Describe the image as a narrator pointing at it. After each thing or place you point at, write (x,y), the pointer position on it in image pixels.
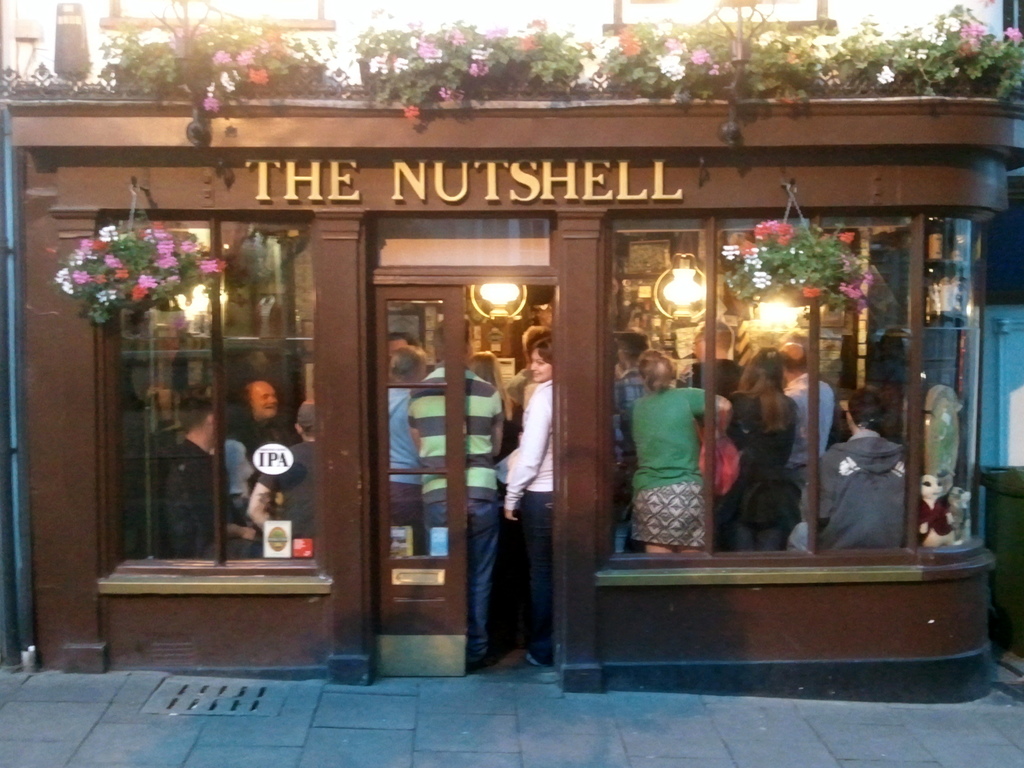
This image consists of plants (1022,83) and flowers (107,280) at the top (399,54) and middle. In the middle (359,348) it looks like a store (557,482). The Nutshell is written on that. There are so many people (489,471) in that store (398,278). There are lights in the middle (513,316). There is a door (380,501) in the middle (380,501).
